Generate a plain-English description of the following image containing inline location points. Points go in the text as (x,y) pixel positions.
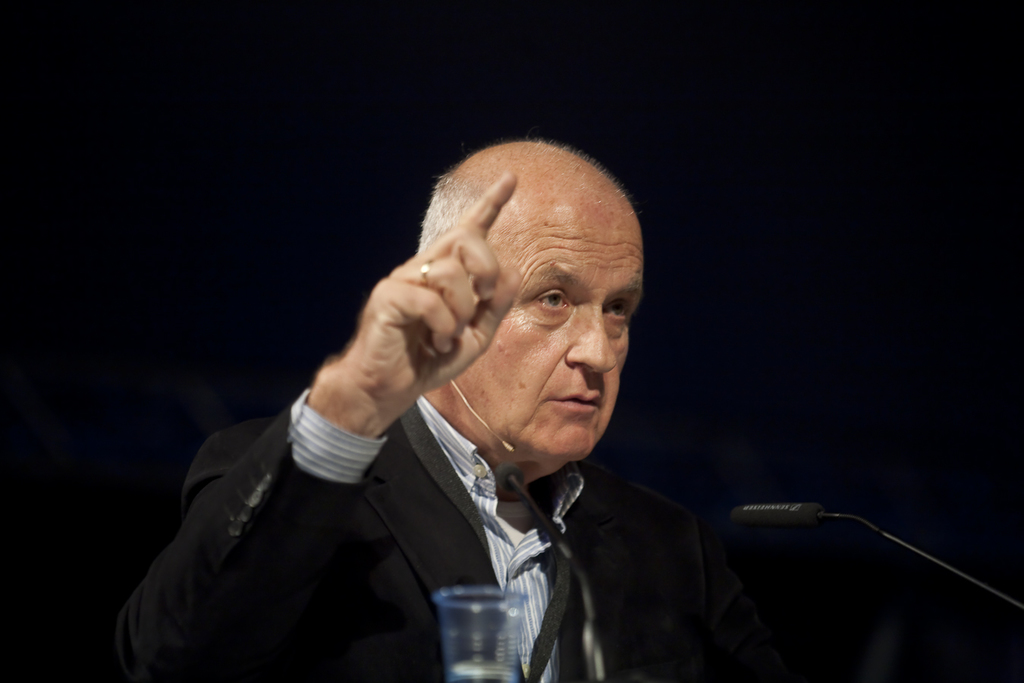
In this image we can see a person (435,506) speaking into a microphone (593,626). There is a dark background (920,359) in the image. There is a glass (504,635) at the bottom of the image (496,636).
